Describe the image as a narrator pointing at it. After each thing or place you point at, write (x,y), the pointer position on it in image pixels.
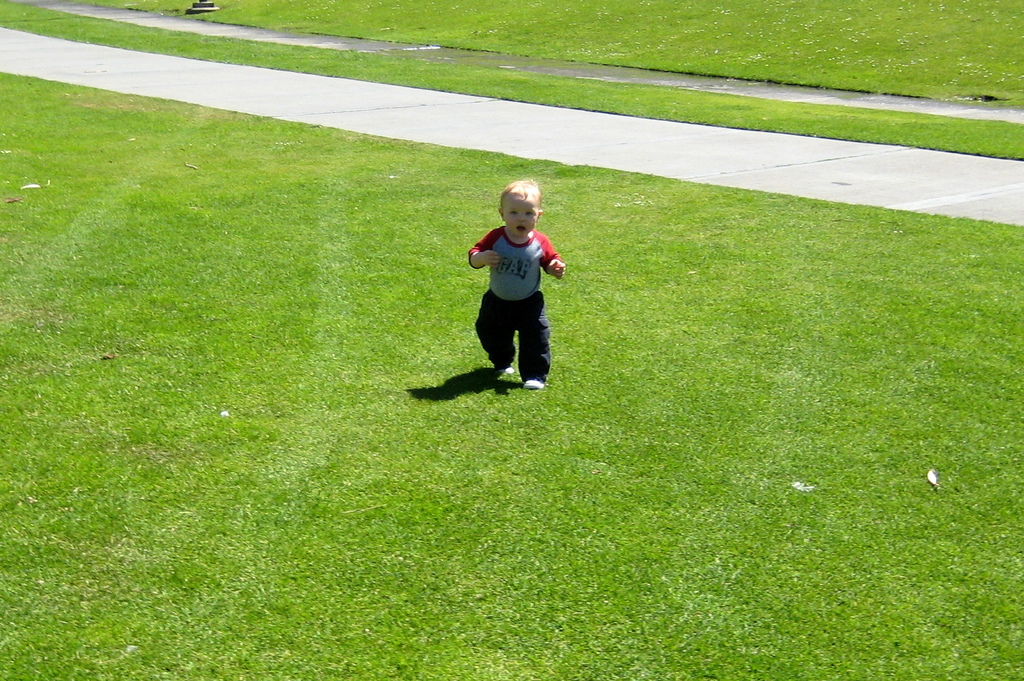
In this image I can see the child (487,326) on the grass (437,493). The child (504,270) is wearing the blue, red and black color dress (515,302). To the side I can see the road (372,99).
